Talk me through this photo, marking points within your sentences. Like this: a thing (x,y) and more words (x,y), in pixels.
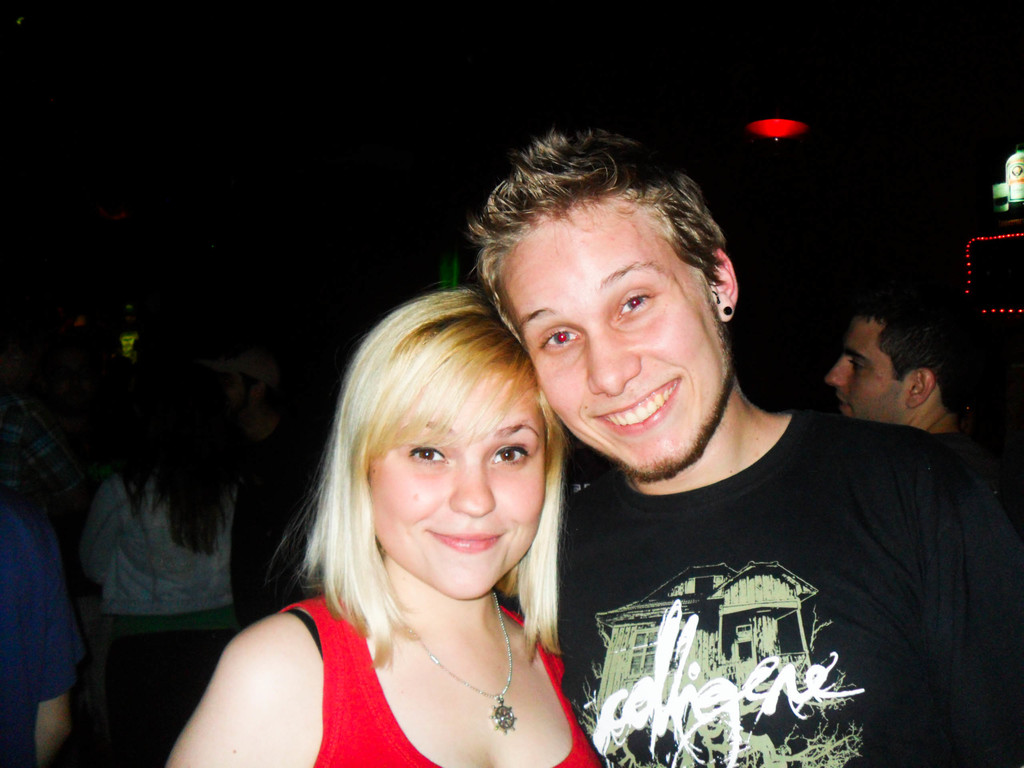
This picture is mainly highlighted with a man (775,578) wearing a black tshirt (781,597) and holding a pretty smile (632,403) on his face (681,425). He is wearing a black stud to his ear (731,305). On the left side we can see a woman (476,677) wearing a red colour shirt (377,714) and holding a pretty smile (500,535) on her face (435,547). On the background (382,136) it's very dark. This is a red light (784,132). There is man (885,388) behind this man (853,472). Left side of the picture (135,456) we can see few people (160,591) standing.
